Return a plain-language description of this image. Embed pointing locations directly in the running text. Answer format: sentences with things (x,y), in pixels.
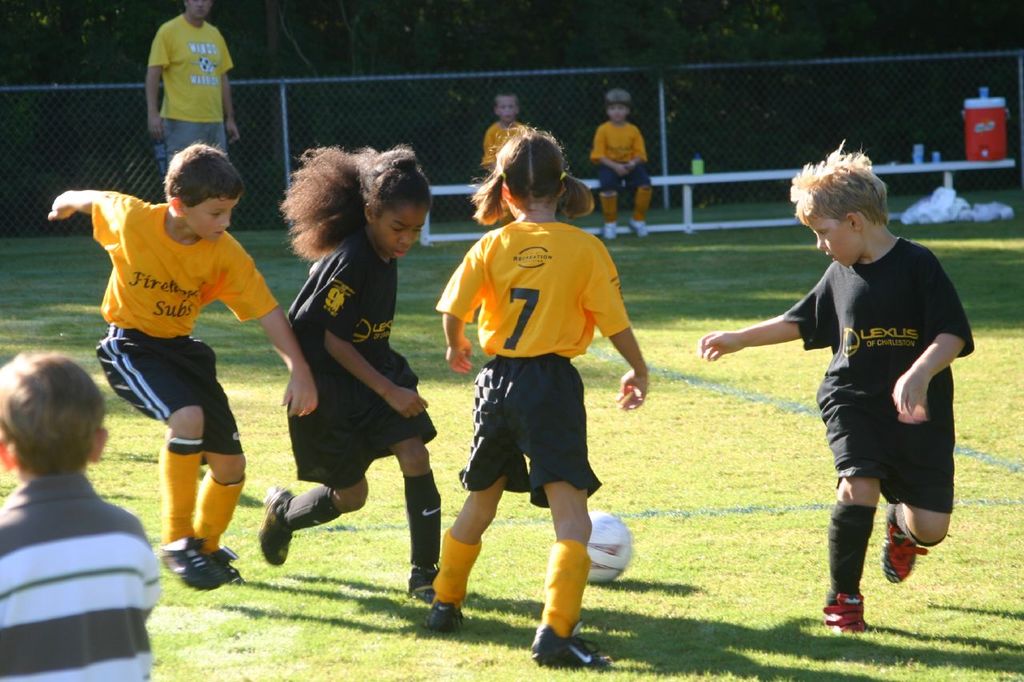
In the picture I can see these children (282,496) wearing yellow color T-shirts (162,270) and black color T-shirts (325,291) are playing on the ground (247,624). Here we can see a ball (607,567). On the left side of the image (27,411) we can see a child (75,532) wearing white and black stripes T-shirt (66,589), we can see two children (603,144) wearing yellow T-shirts (603,144) are sitting on the bench (660,179), we can see a person (167,120) wearing a yellow T-shirt (215,102) is standing, we can see the water can (974,126), fence (132,125) and trees (803,18).
